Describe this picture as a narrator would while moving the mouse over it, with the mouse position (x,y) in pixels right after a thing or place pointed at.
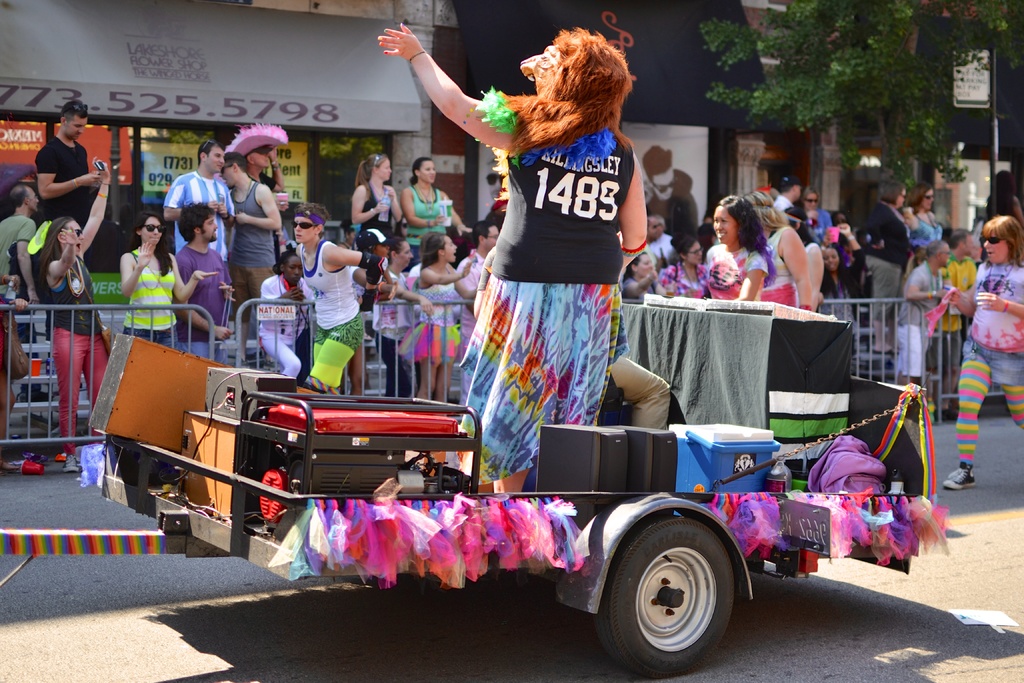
In this image we can see a man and a woman (518,315) in a vehicle (706,624) which is on the road (587,623). In that the woman (484,354) is standing wearing a mask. We can also see some containers (688,453) and devices (453,475) inside the vehicle (424,496). On the backside (447,342) we can see a group of people (454,272) standing beside a fence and some people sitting on a staircase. We can also see some buildings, a tree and a signboard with some text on it.
